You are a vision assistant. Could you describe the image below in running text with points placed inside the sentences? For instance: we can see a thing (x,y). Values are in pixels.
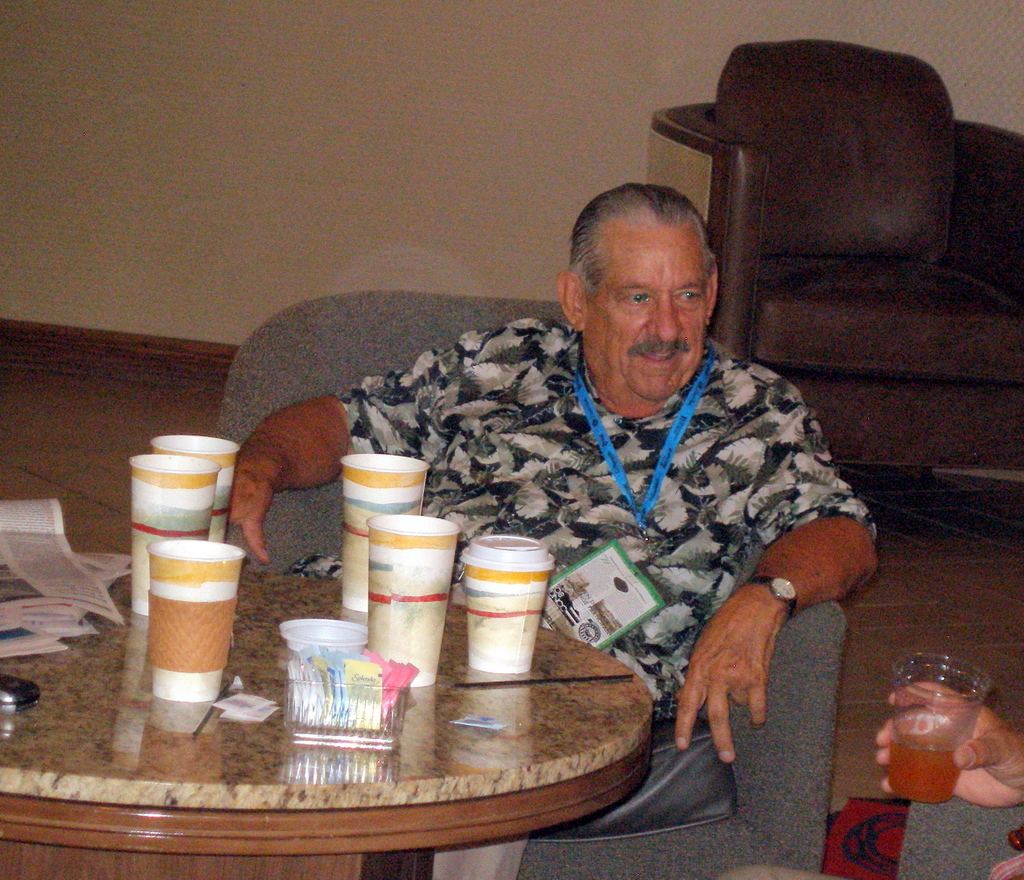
In this picture we can see a man (666,426) is sitting on a chair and in front of the man (577,562) there is a table (377,754) and on the table (318,752) there are cups (144,552), papers (50,620) and other things (535,681). On the right side of the table (442,708), we can see another person (971,767) is holding a glass (903,771). Behind the people (592,414) there is another chair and a wall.
